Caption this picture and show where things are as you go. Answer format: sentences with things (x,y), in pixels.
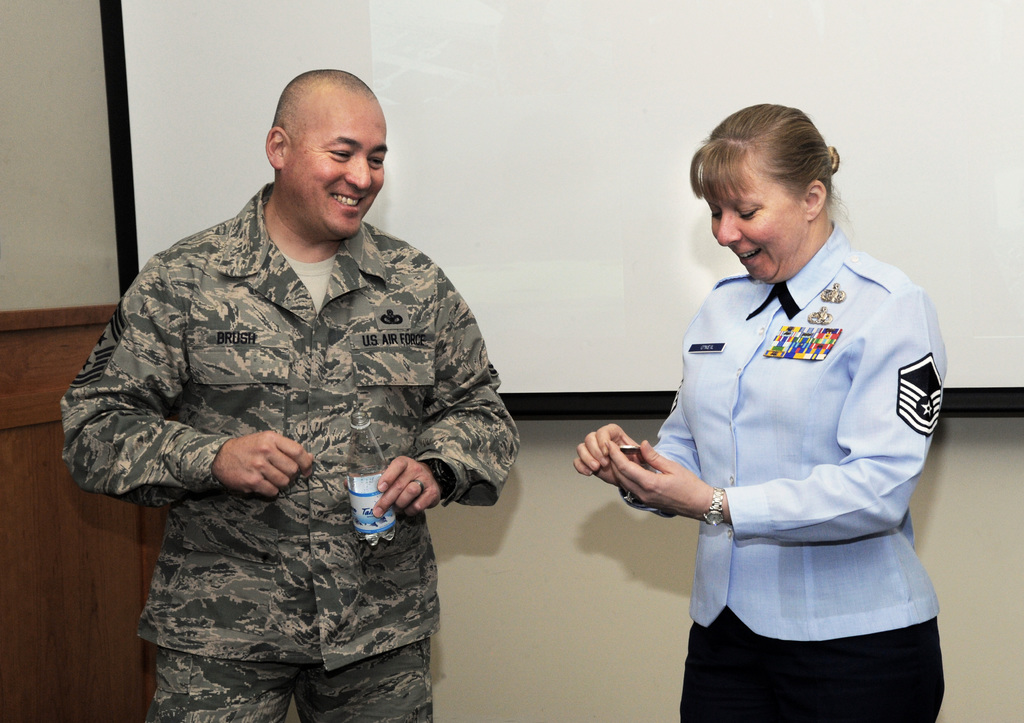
There is a man (428,425) and a woman (706,589). He is holding a bottle (361,495) with his hand (418,489) and they are smiling. This is wall (557,608) and there is a screen (527,218).
